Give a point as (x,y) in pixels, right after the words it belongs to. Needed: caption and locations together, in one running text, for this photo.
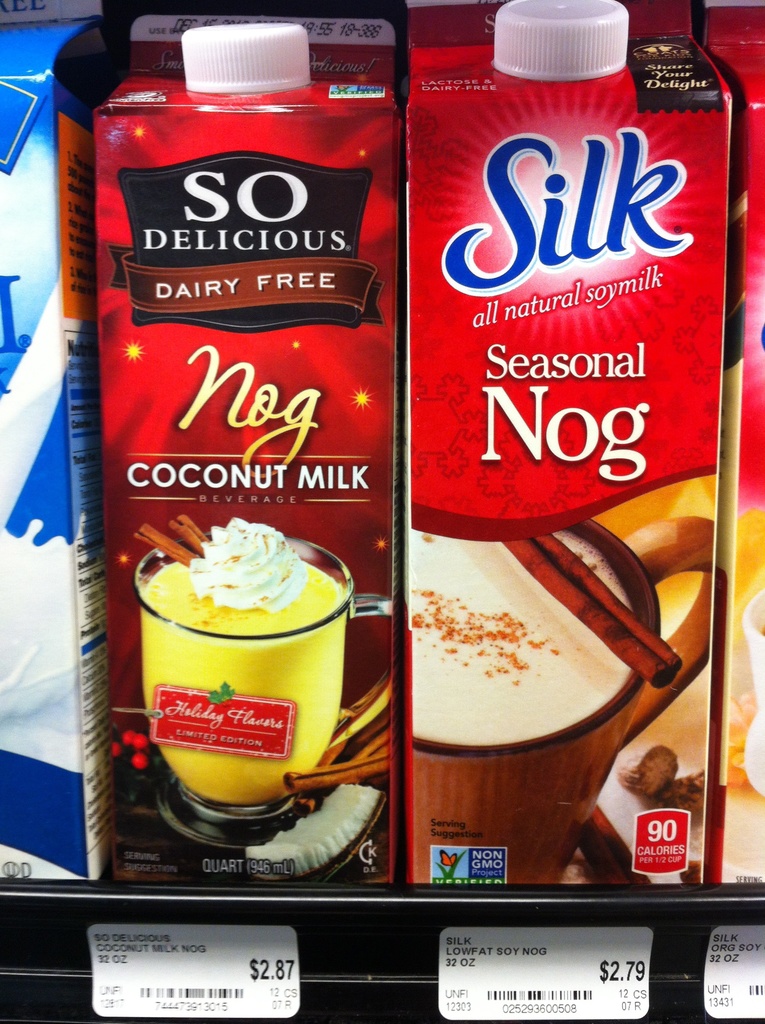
In this image we can see few tetra packs (384,456) with some text (206,206) and images (419,571) on it, which are on the racks (314,988), also we can see cards (759,978) with text (124,946) on it.
